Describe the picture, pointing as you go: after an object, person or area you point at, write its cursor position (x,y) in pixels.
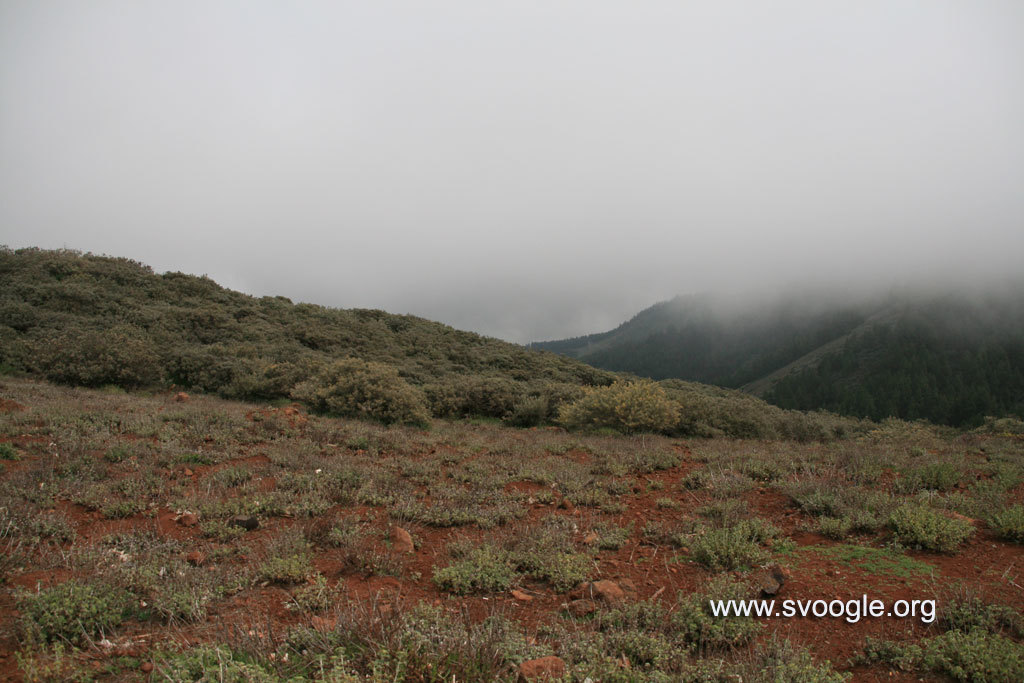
This picture is clicked outside. In the foreground (279,511) we can see the grass (403,492). In the background (614,182) we can see the sky (614,182) and the hills (845,351). In the bottom right corner (875,617) there is a text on the image.
